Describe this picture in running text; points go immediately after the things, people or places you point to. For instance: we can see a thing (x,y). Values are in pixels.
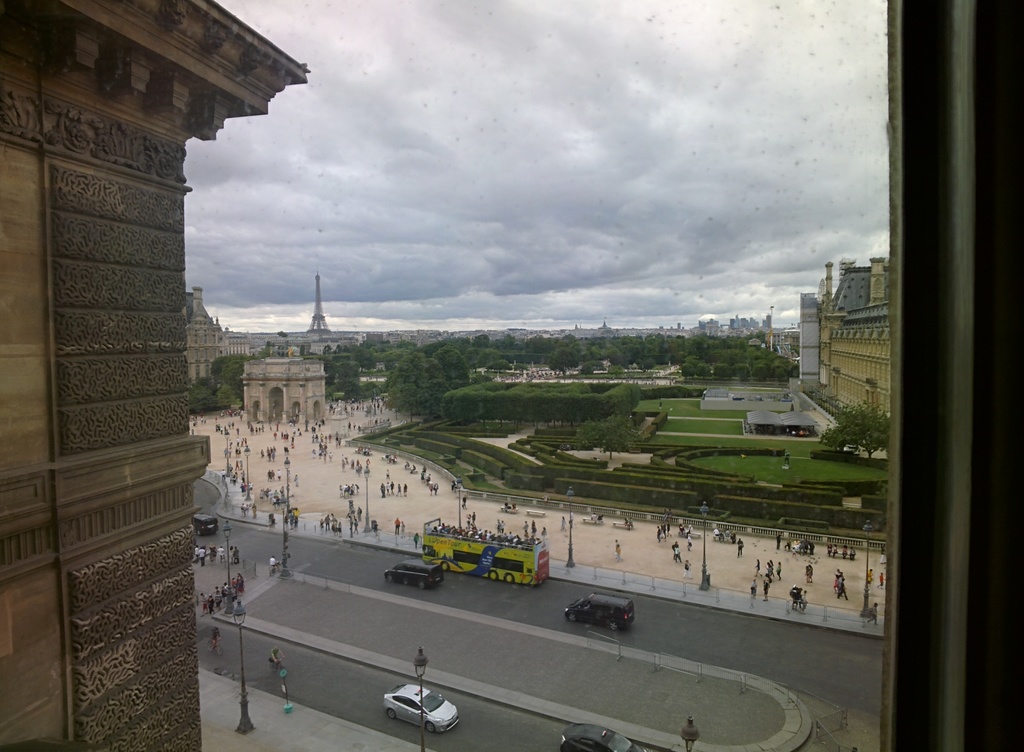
In this image I can see few vehicles (539,546) on the road (383,552). I can see few people (398,531) walking and we can see trees (433,368), light-poles (243,648), buildings (143,335), fort (303,391) and tower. The sky (350,246) is in white and blue color.
